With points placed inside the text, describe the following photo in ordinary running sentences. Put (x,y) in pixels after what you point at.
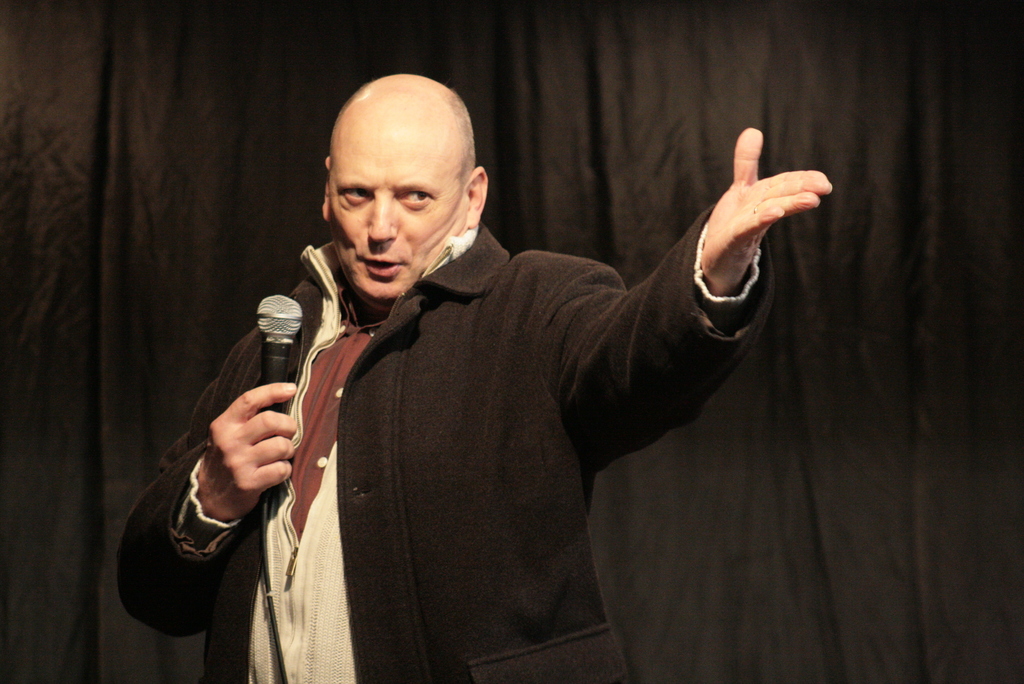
A man (343,307) is speaking with a mic (288,300) in his hand (236,500). He is showing his hand (719,286) towards audience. There is a black screen (430,70) behind him.
